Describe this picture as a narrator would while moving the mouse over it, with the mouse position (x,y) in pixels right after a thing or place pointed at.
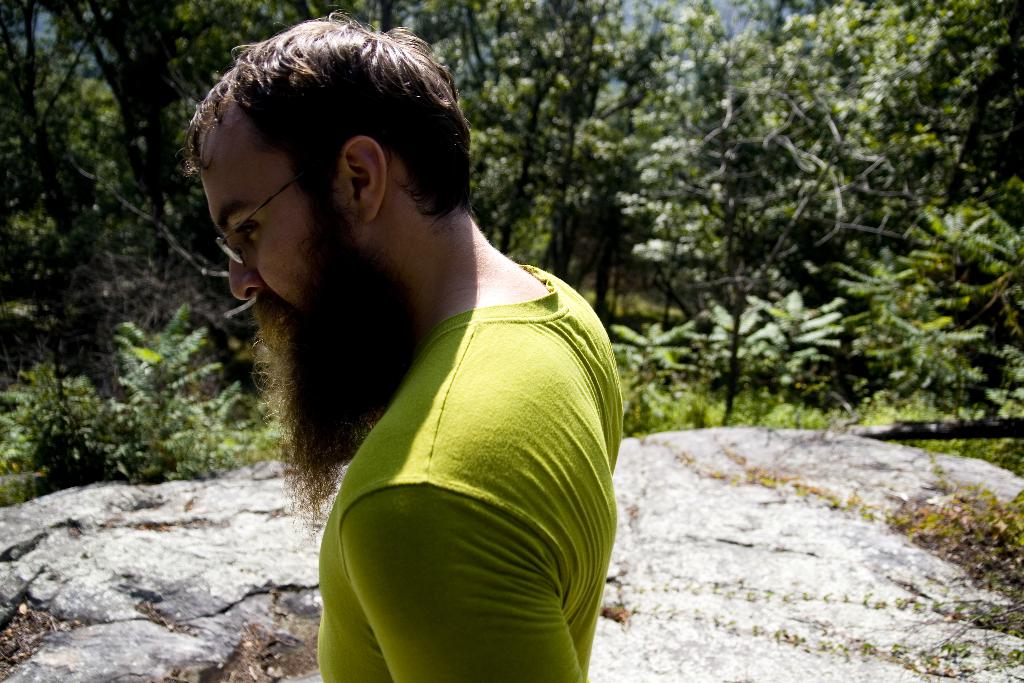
In this picture I can observe a man (395,271) in the middle of the picture (426,358). He is wearing green color T shirt (500,476). In the background (684,227) I can observe trees (691,105).
